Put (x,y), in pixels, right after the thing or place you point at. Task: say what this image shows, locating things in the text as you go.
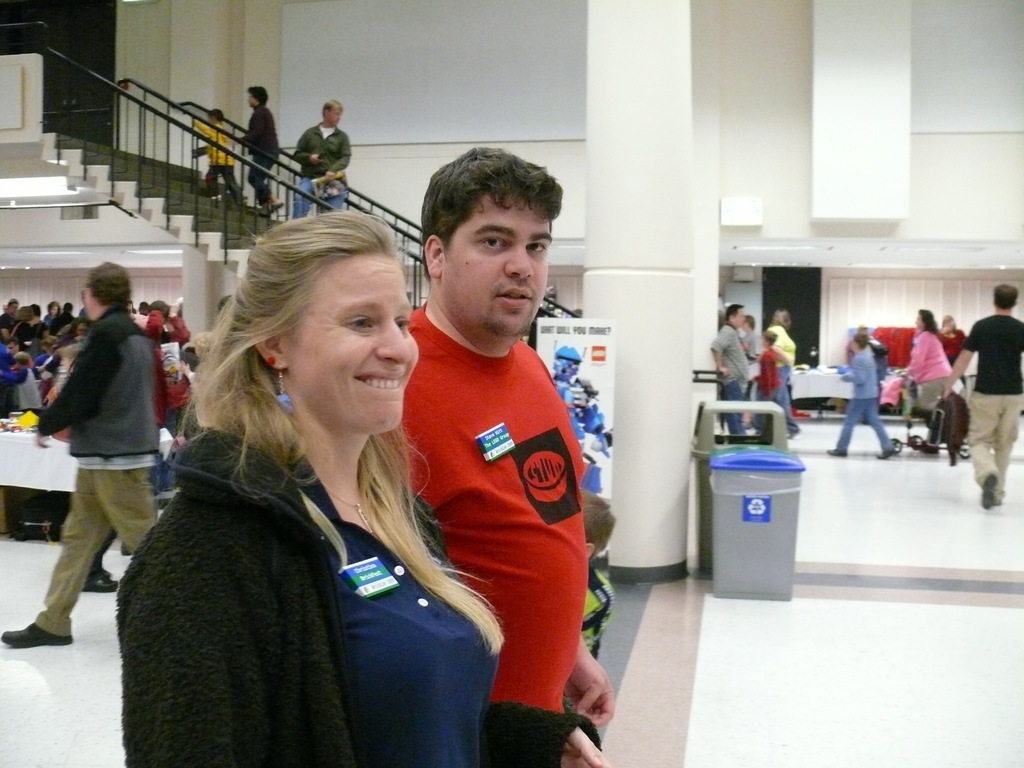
In this image we can see a man (540,609) and a woman (321,681). The man (515,583) is wearing a red color T-shirt (513,570) and the woman (412,657) is wearing dark blue color dress (412,657) with a black coat (214,612). In the background (95,368), we can see people (109,347) are standing and walking. There are pillars (661,264) in the middle of the image (654,350) and we can see dustbins (742,482). There is a railing (115,147) and stairs (172,171) in the left top of the image (239,222).
